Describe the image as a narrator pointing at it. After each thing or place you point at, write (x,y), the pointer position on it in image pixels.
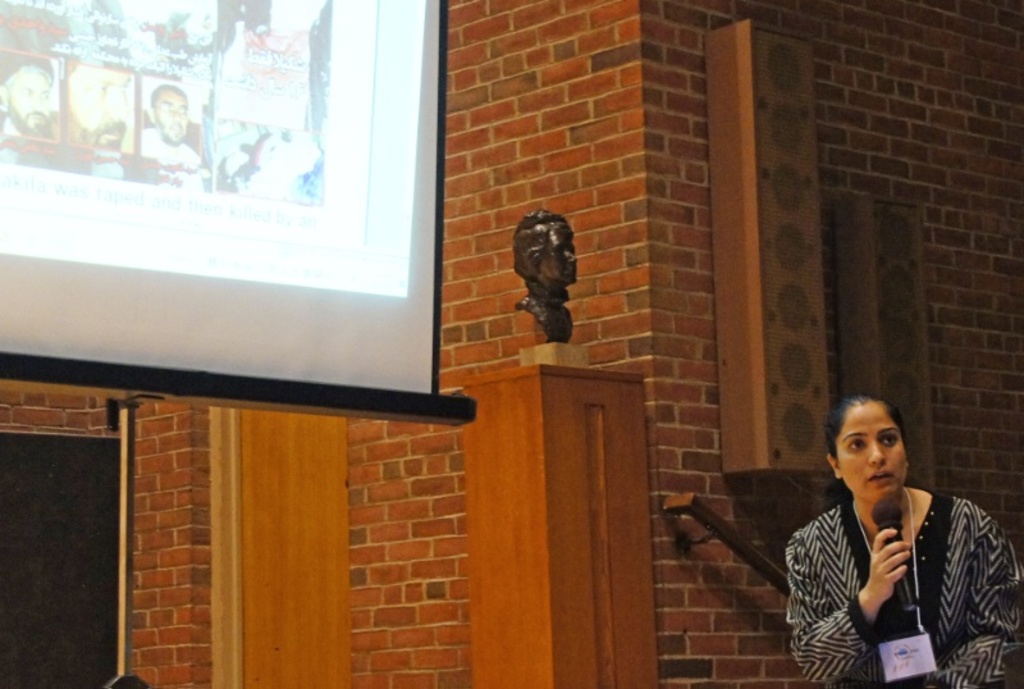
On the right (802,655) we can see a woman (980,592) holding mic (894,525) and talking. In the middle (533,236) there is a sculpture (551,340) on a wooden object (551,473). On the left (211,72) we can see projector screen (164,344). In the background (462,298) we can see wooden objects (782,297) and a brick wall (566,177). At the bottom (13,569) towards left (119,482) we can see a black object (67,528).
